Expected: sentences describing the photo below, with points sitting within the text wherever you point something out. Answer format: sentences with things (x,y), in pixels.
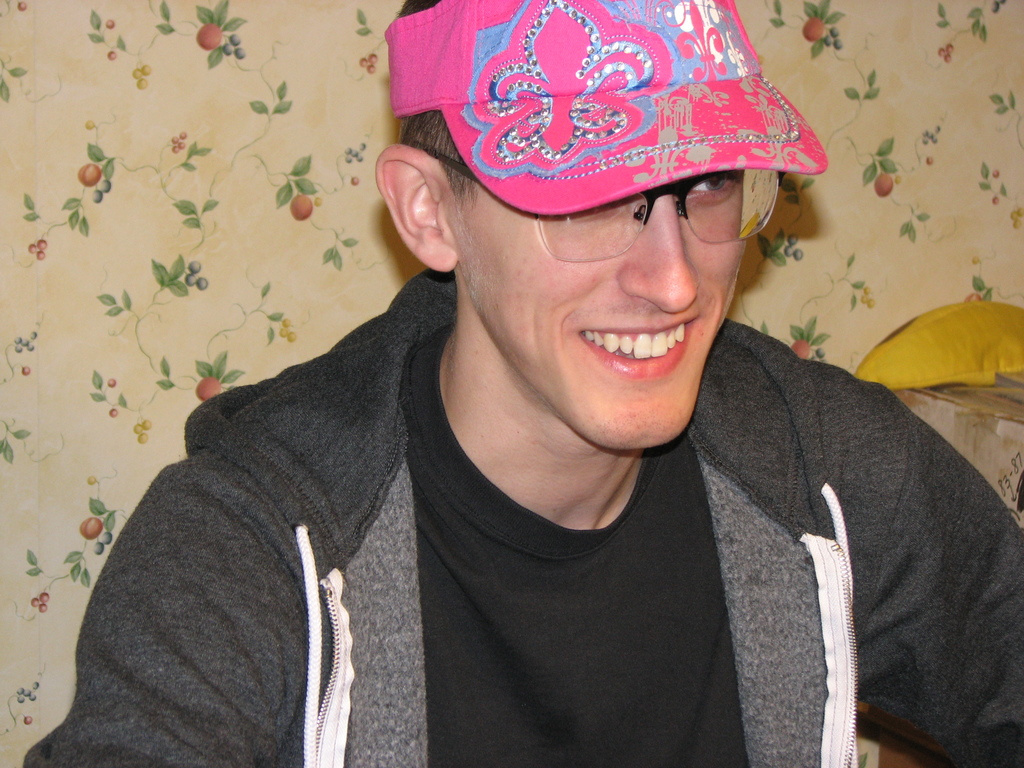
Here I can see a man (429,471) wearing a jacket (288,564), black color t-shirt (498,580), pink color cap (575,104) on the head (589,368), smiling and looking at the right side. At the back of this man (438,559) I can see a wall (135,164).
